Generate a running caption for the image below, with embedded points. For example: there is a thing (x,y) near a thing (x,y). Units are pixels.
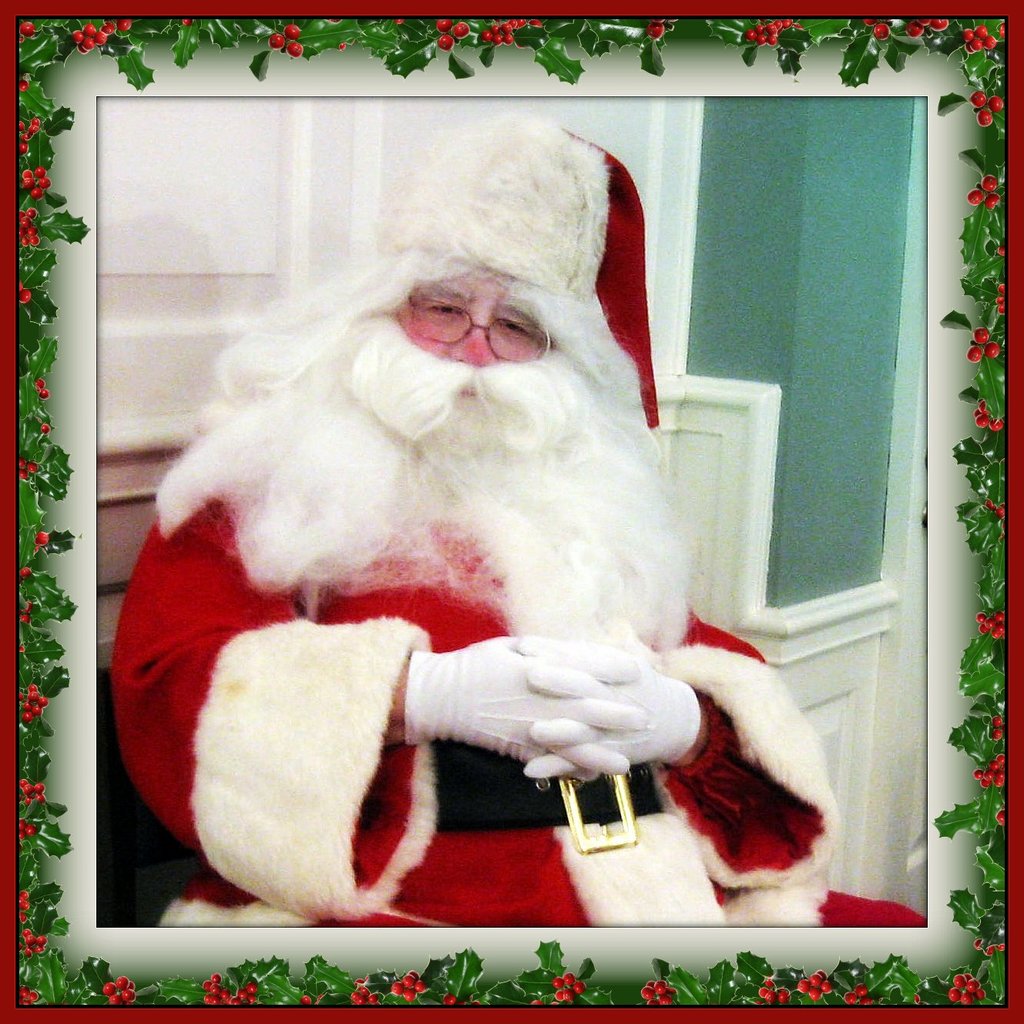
In this image we can see one picture of a Santa Claus (685,798) with spectacles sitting near the white door (217,285), there is the red border (1018,278) with green leaves (609,38) and red fruits (25,794).
